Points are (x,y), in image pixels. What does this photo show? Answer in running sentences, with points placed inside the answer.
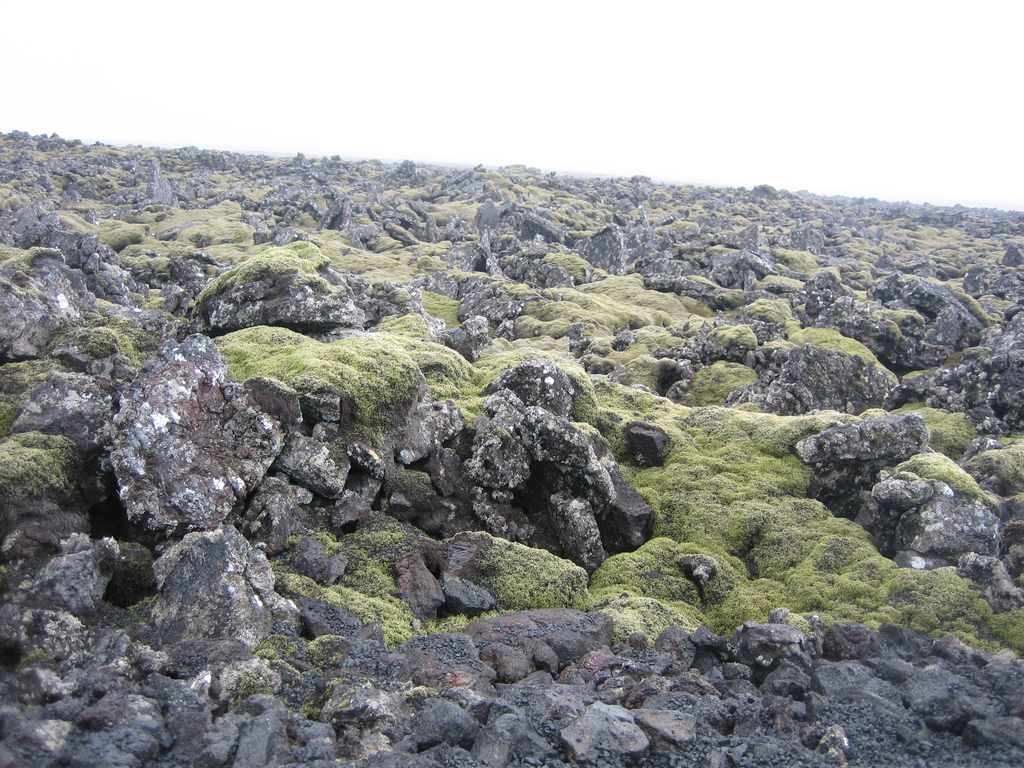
In this image, we can see so many rocks (540,451) with algae (804,491) and sand (897,732). Top of the image (572,106), we can see the sky (670,167).
